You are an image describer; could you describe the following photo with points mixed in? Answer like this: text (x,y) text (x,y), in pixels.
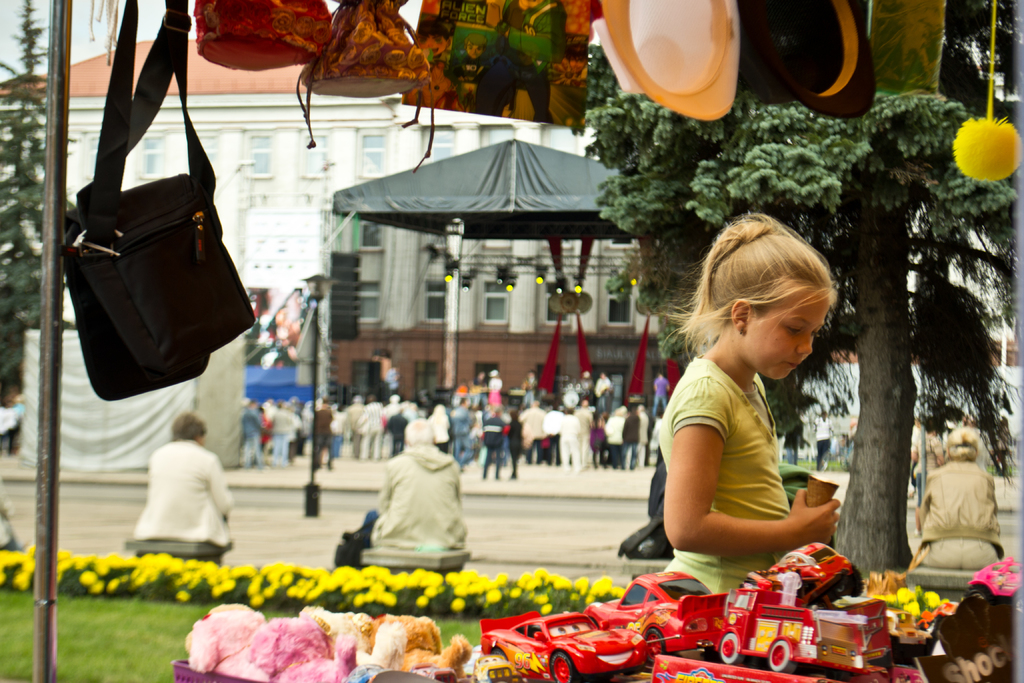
The picture is taken outside the building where at the right corner of the picture (710,449) one girl (785,524) is standing in green shirt (745,470) and in front of her there are car toys (653,649) and soft toys (367,642) and there is one tree (935,222) and hats (740,65), bags (371,67) are hanged from the pole (69,65) and behind her there is one big building (96,122) and in front of the building (391,248) there is crowd (474,438), they are under the tent house (524,163).
